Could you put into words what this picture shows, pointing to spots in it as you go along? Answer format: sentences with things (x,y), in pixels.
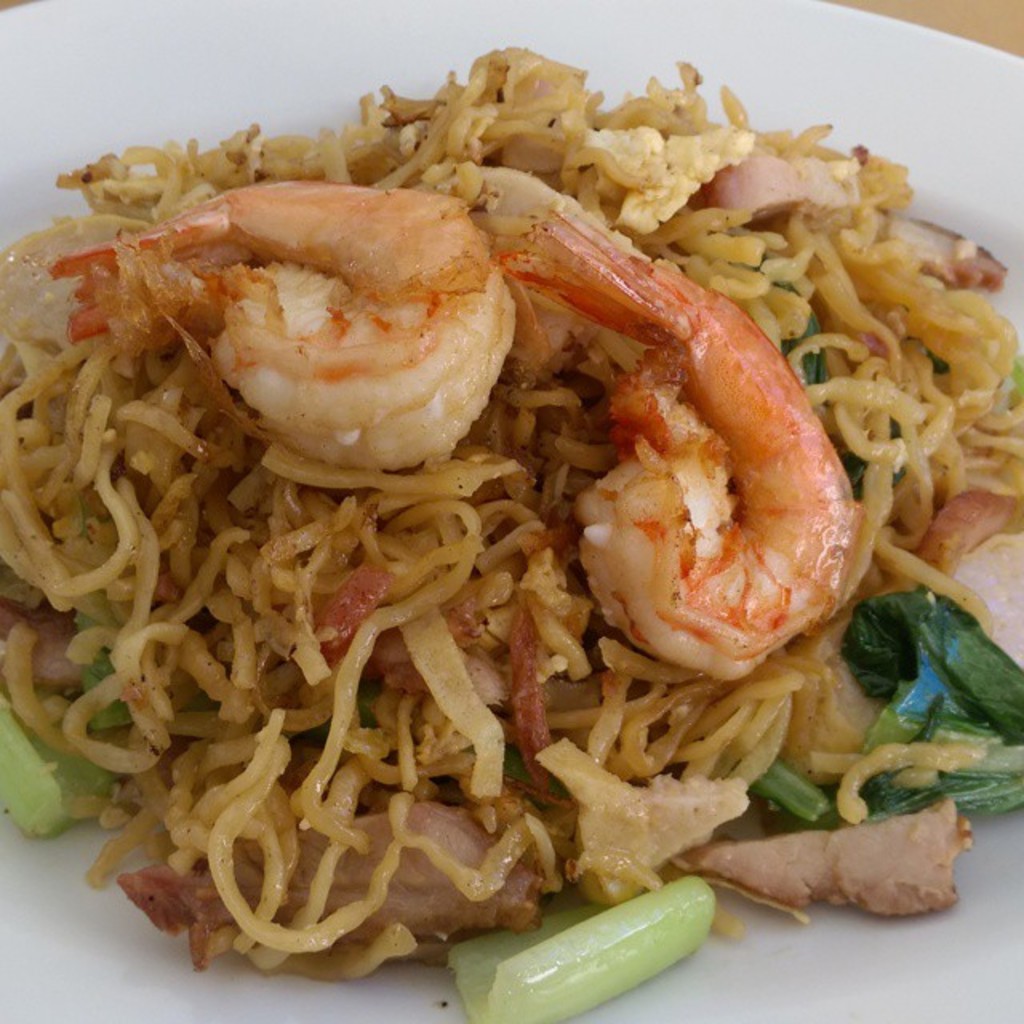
This is food item (613,260) in the plate (756,72).
